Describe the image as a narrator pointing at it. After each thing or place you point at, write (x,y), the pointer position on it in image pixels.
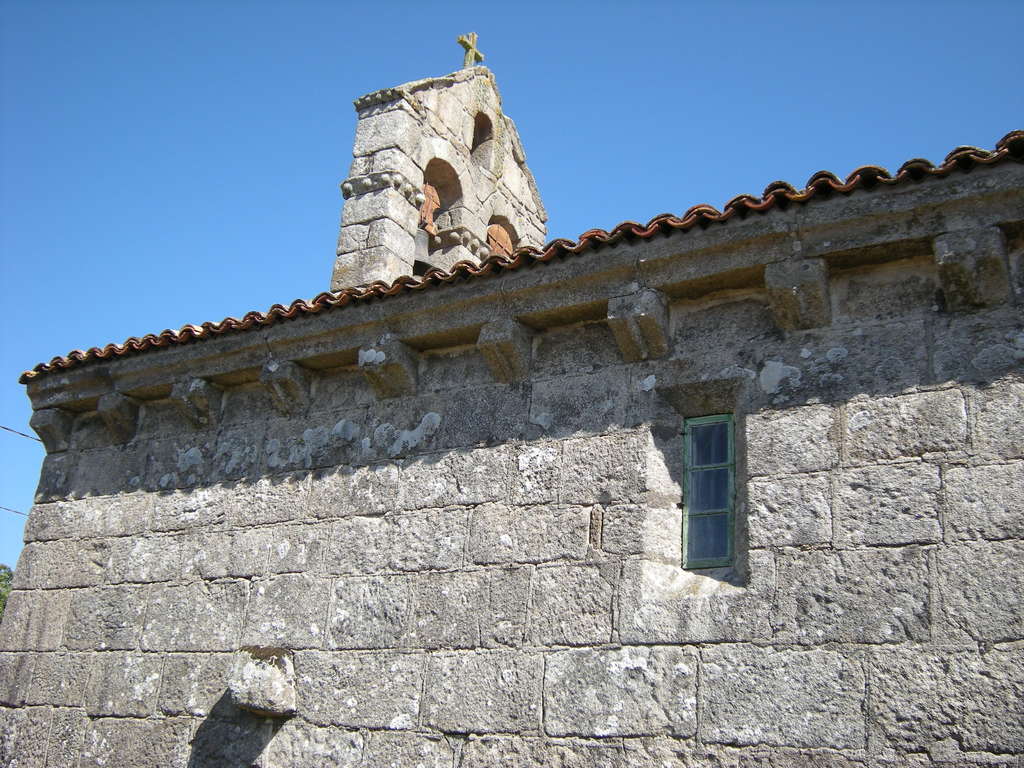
In this image we can see a building (498,507) with brick wall (624,656) and window (685,534). At the top (478,51) we can see cross (466,55). In the background (207,64) there is sky (525,64).
